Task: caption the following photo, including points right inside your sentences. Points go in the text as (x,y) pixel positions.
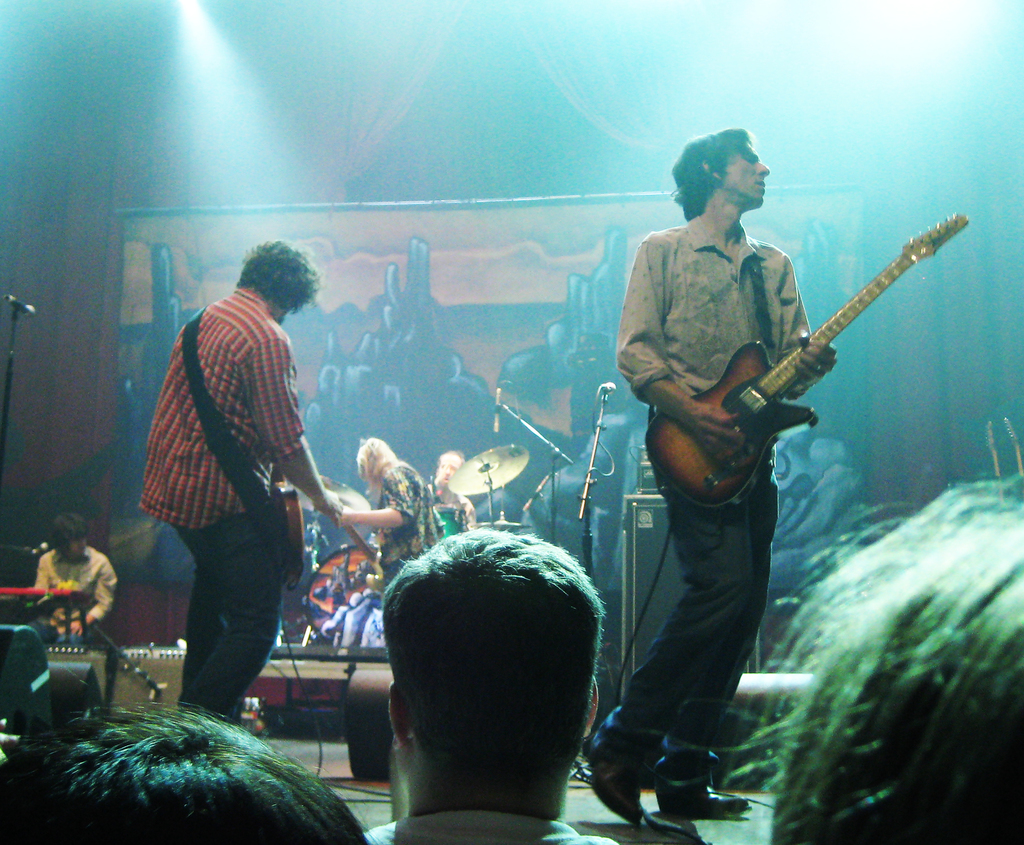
In this image, in the right side (751,557) there is a man (737,518) standing and he is holding a music instrument (761,394) which is in yellow color, in the left side (247,557) there is a man (211,483) standing and he is holding a yellow color object (299,523), in the background (479,469) there are some microphones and music instruments (518,469), there are some people (453,469) standing.
